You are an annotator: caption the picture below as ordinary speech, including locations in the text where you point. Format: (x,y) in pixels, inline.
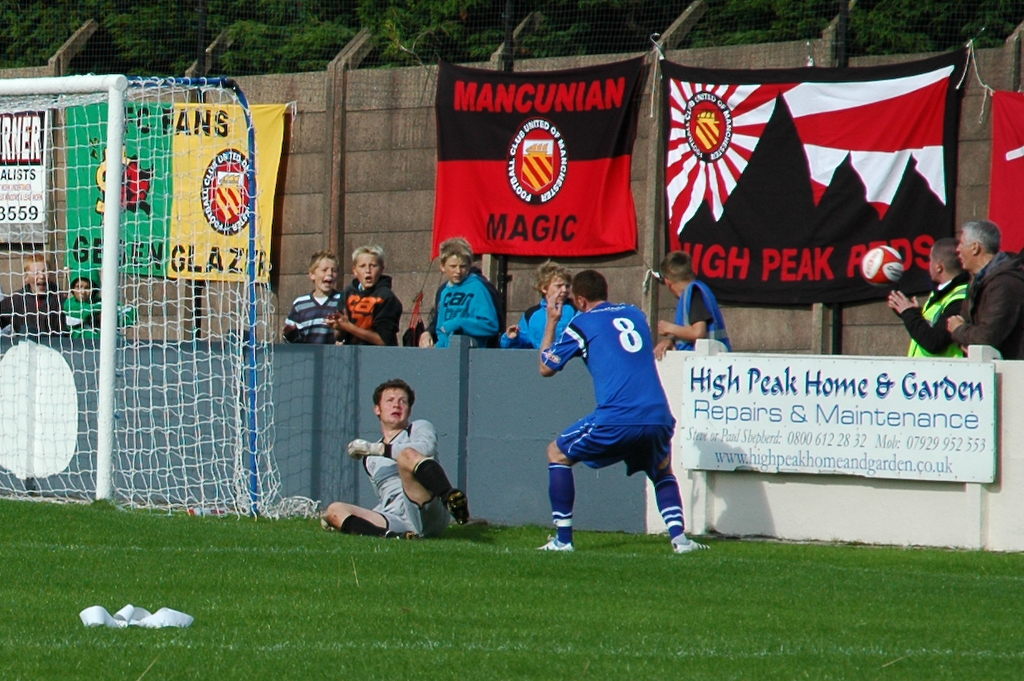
In the foreground of the picture (264,558) there is a ground (37,567) covered with grass (248,555). On the left (217,137) there is a goal post (106,218). In the middle of the picture (487,419) there are players (412,449) and wall (344,364), beside the wall (348,351) there are people (54,315). In the background (505,109) there are trees (446,7), flags (262,216), wall (330,139).
